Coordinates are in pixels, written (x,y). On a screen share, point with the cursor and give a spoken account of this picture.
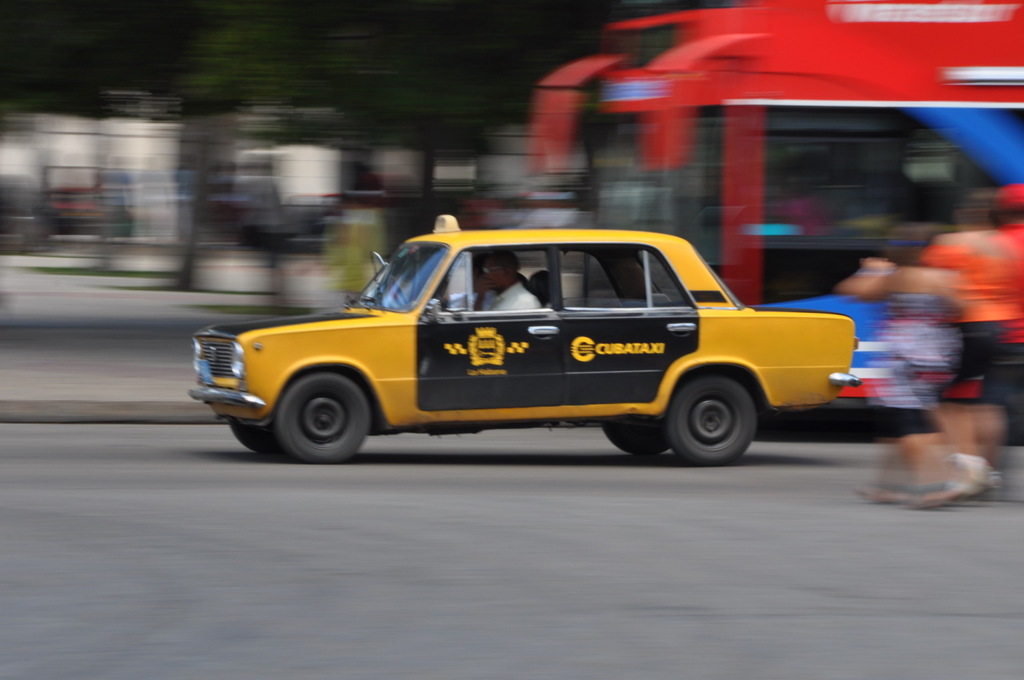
In the picture we can see a car (349,356). the car (309,371) is yellow and black in colour, which is in running on road (533,506), and we can also see some people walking on the road (51,521).
